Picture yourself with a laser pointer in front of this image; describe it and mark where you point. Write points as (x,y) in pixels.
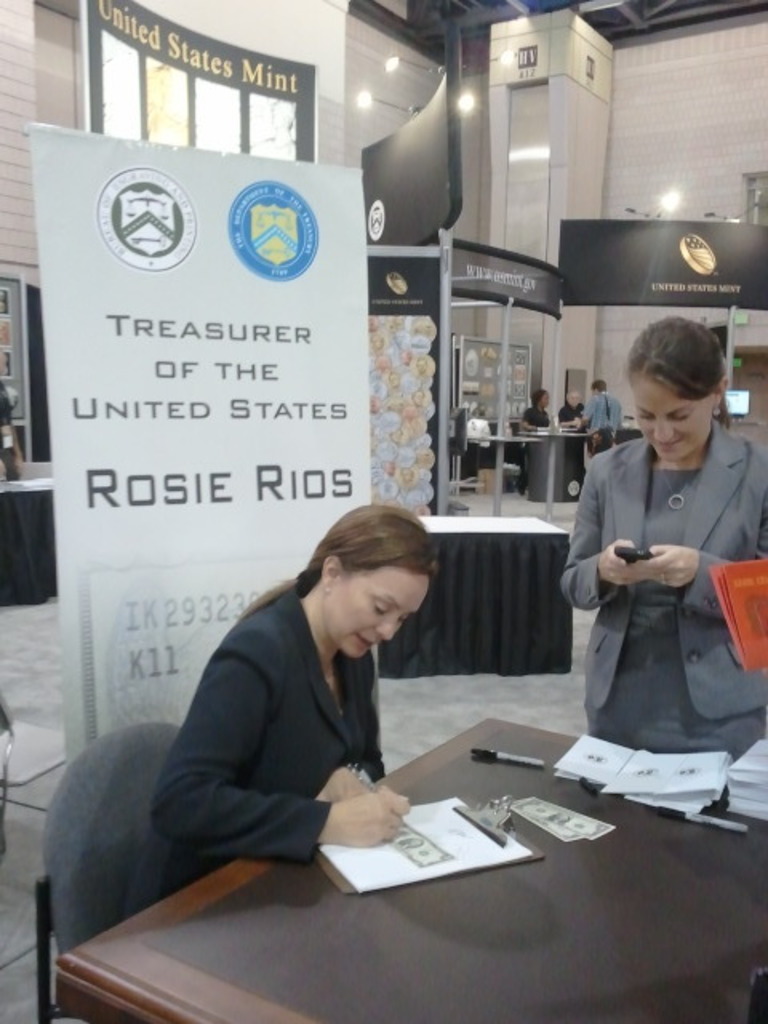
This image is clicked inside a building (540,103). There are many people (671,365) in this image. In the front (204,756), there is a lady (398,591) sitting and wearing a black jacket (308,742). To the right (678,551), there is a woman (671,632) standing and wearing a gray jacket (763,483). In the background (244,371), there is a banner (182,244), wall (506,157). At the bottom (510,985), there is a table (498,985).
